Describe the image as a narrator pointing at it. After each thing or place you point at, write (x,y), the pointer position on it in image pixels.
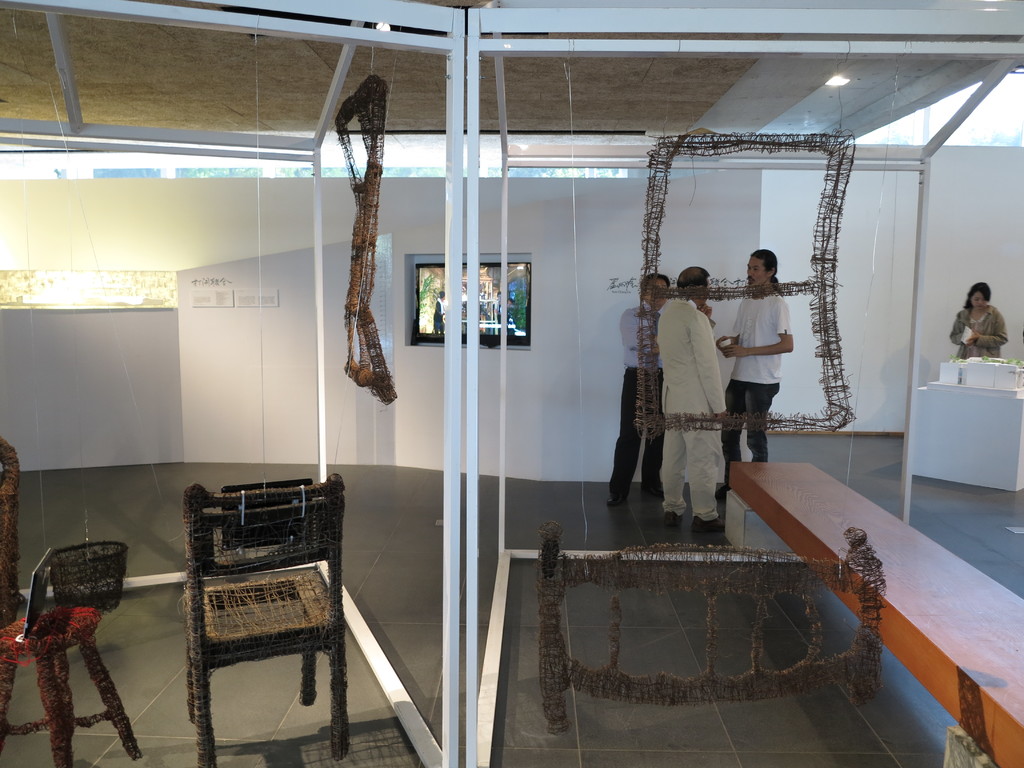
In this picture I can see four persons (998,344) standing, there is a television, there is a stool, chair (312,680) and there are some objects (946,630).
